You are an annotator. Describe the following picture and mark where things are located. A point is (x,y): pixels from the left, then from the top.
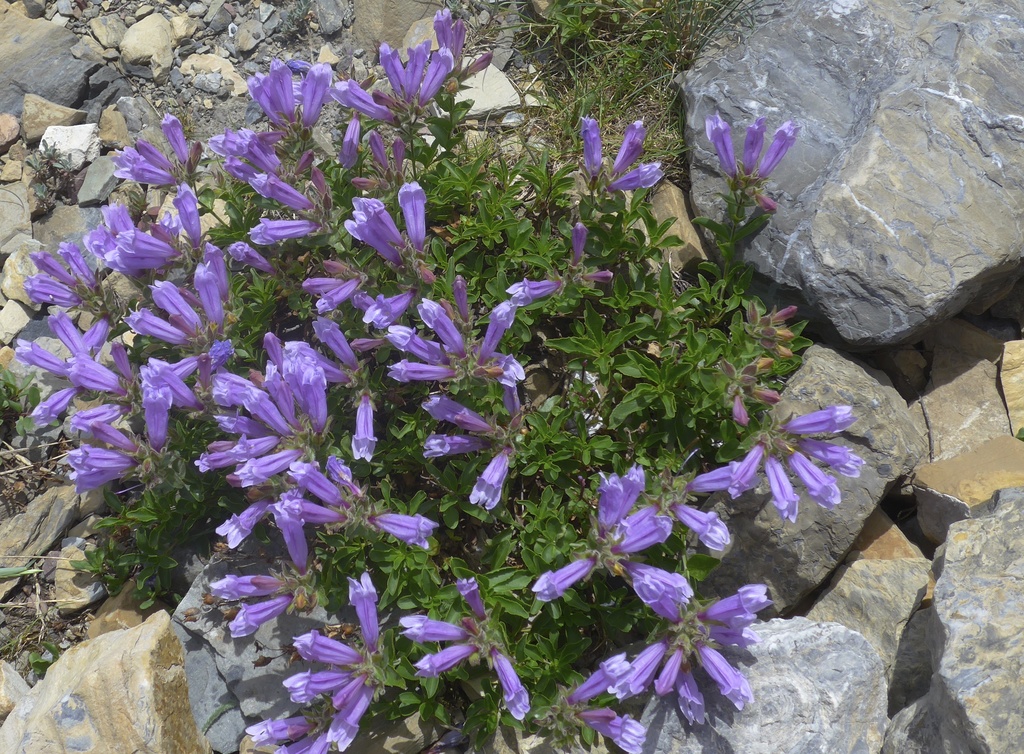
In this image we can see some plants (431,226) with flowers (491,344) and we can see the flowers (216,347) in a purple color. In the background (886,135), we can see some rocks (151,47).
